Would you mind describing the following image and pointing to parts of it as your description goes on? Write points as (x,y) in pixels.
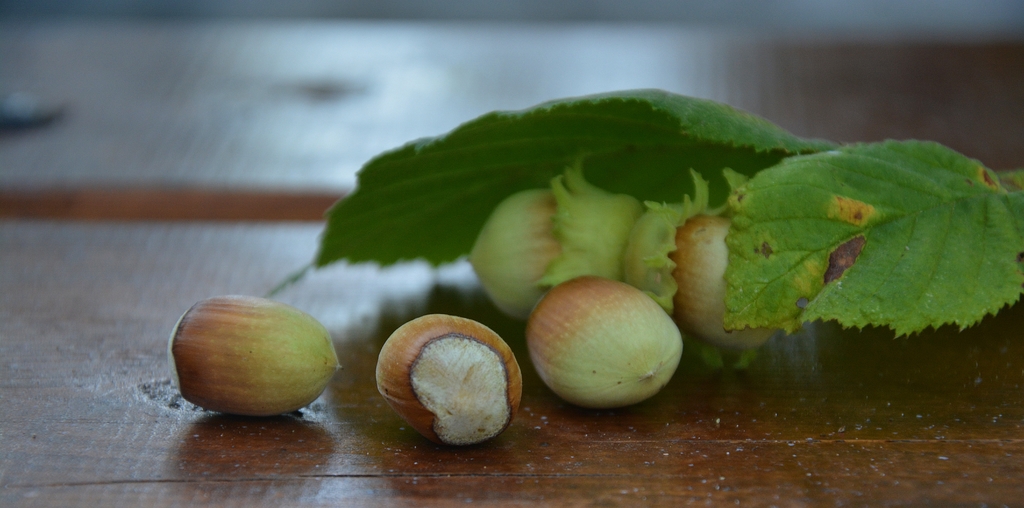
In this image, we can see hazelnuts (199,373) on the wooden surface (551,440). Here we can see green leaves (766,194). Background (983,106) we can see the blur view.
